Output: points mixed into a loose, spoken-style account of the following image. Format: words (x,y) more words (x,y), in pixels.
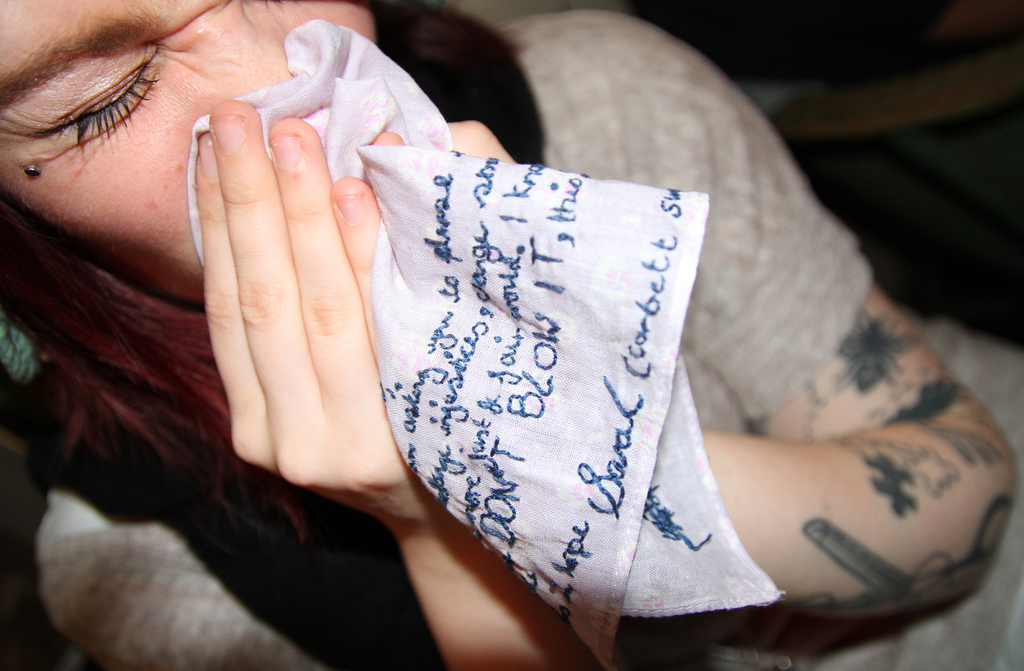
In this image a woman (735,462) is sitting on the chair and she is cleaning her nose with a kerchief (501,292). She is with a brown hair (291,503).
